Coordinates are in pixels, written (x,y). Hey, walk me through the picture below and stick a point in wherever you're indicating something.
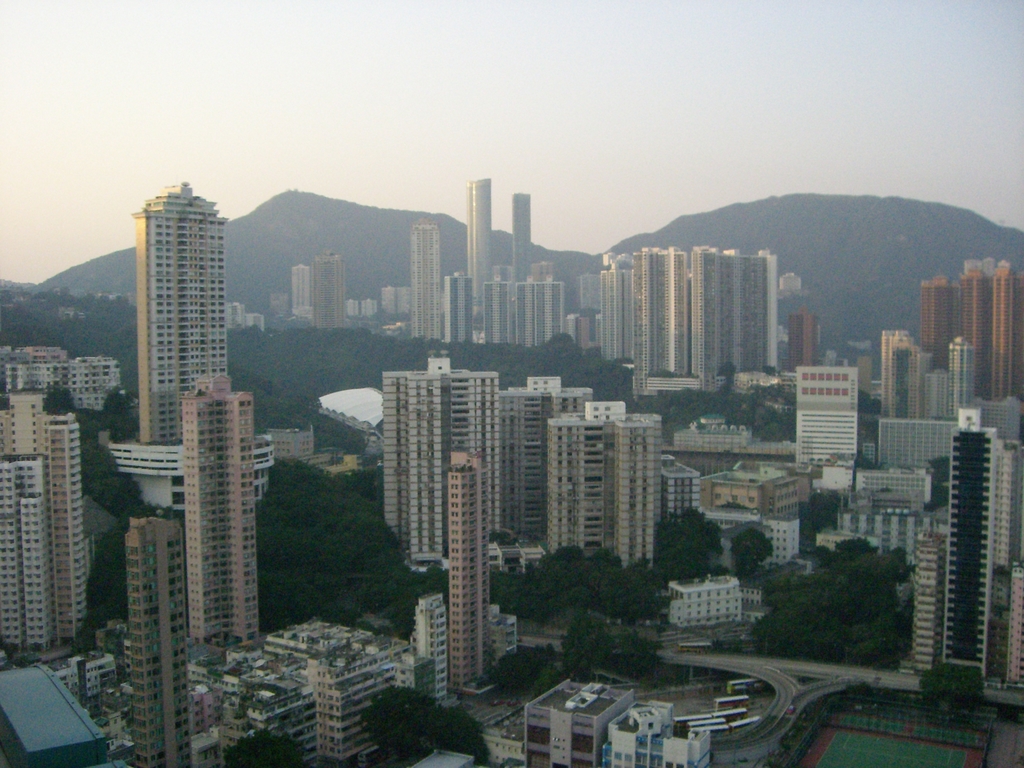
In the foreground of this image (631,431), there are buildings (181,496) and the trees (318,439). In the background (367,187), there are mountains (803,198) and the sky (468,101).
